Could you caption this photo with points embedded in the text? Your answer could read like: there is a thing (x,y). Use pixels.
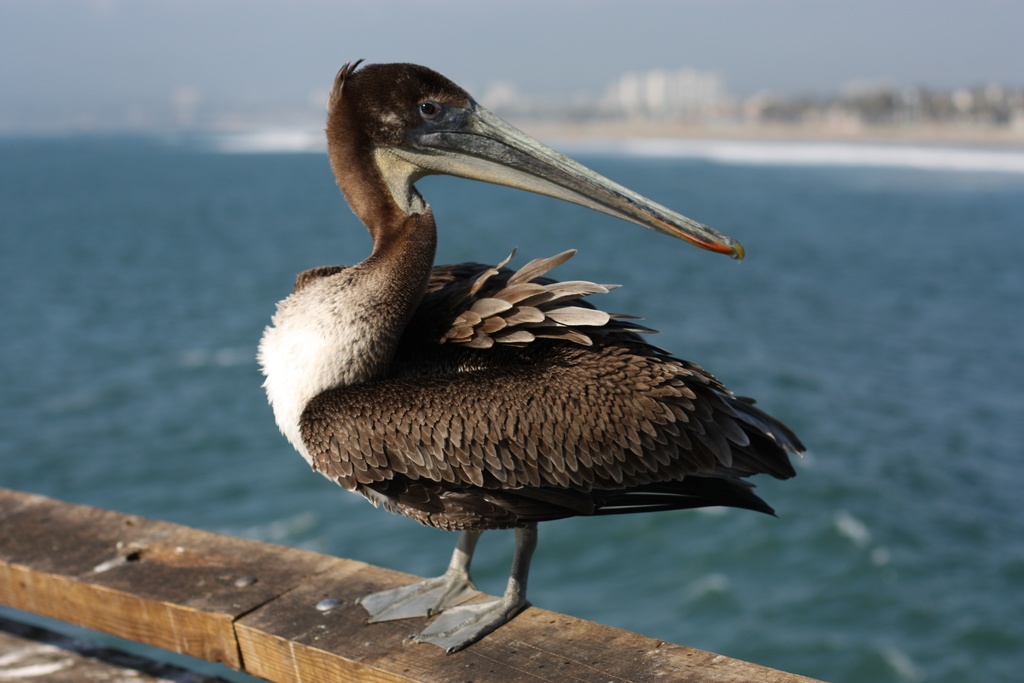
In this image we can see a bird (438,455) called brown pelican (322,458) which is on the wooden surface (290,575) and in the background of the image (752,338) we can see water (752,338) and some buildings (661,105).
